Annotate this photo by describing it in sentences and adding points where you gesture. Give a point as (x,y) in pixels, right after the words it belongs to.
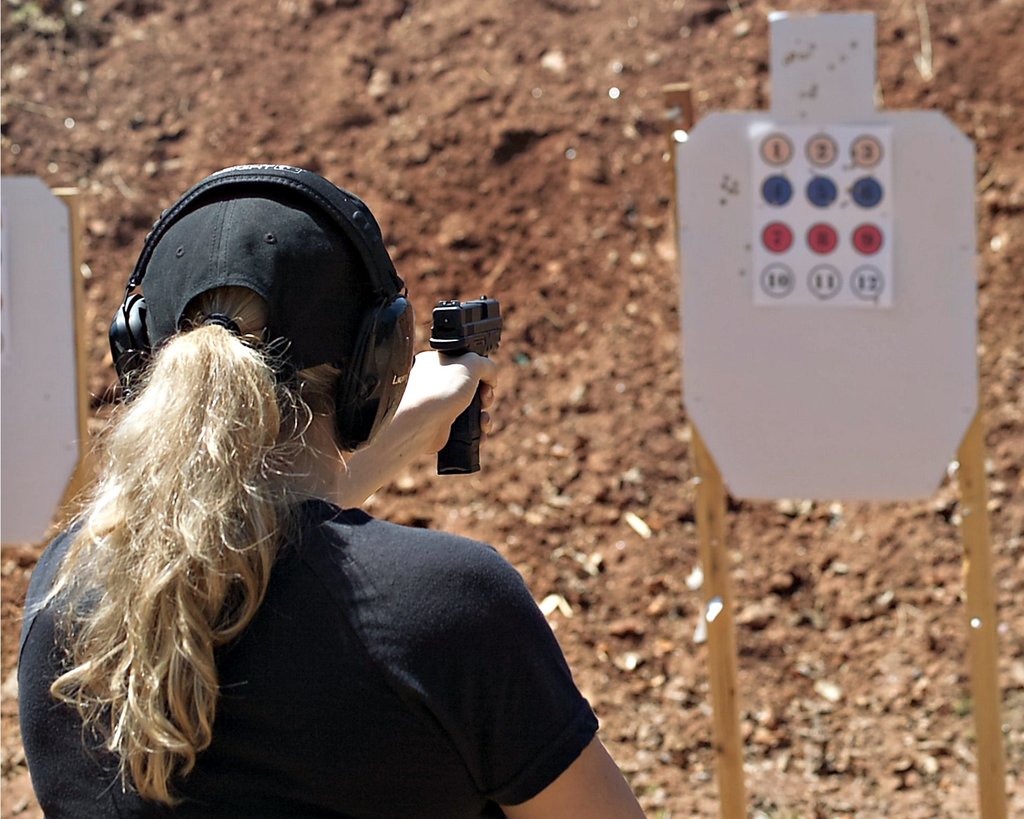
In this image, we can see a person (295,662) wearing headphones (348,366) and holding a gun (467,455). Background (896,276) we can see boards (851,323), poles (714,552) and sand (566,265).
